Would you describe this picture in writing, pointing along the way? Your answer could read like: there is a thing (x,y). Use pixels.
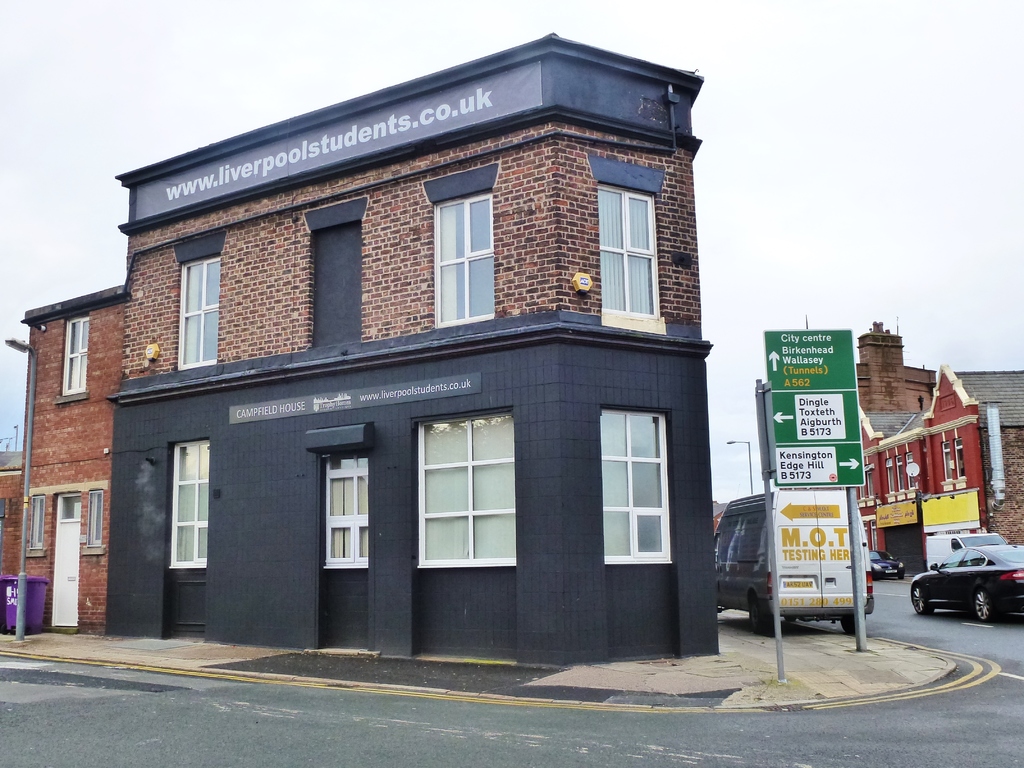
In the picture we can see a building (163,525) with glass windows (174,538) and door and beside it we can see a board (775,360) with some place indications (823,449) and behind it we can see four vehicles (815,563) on the road (427,701) and a other building (928,517) and on the other side we can see some houses (63,548) and in the background (999,95) we can see the sky (999,95).
